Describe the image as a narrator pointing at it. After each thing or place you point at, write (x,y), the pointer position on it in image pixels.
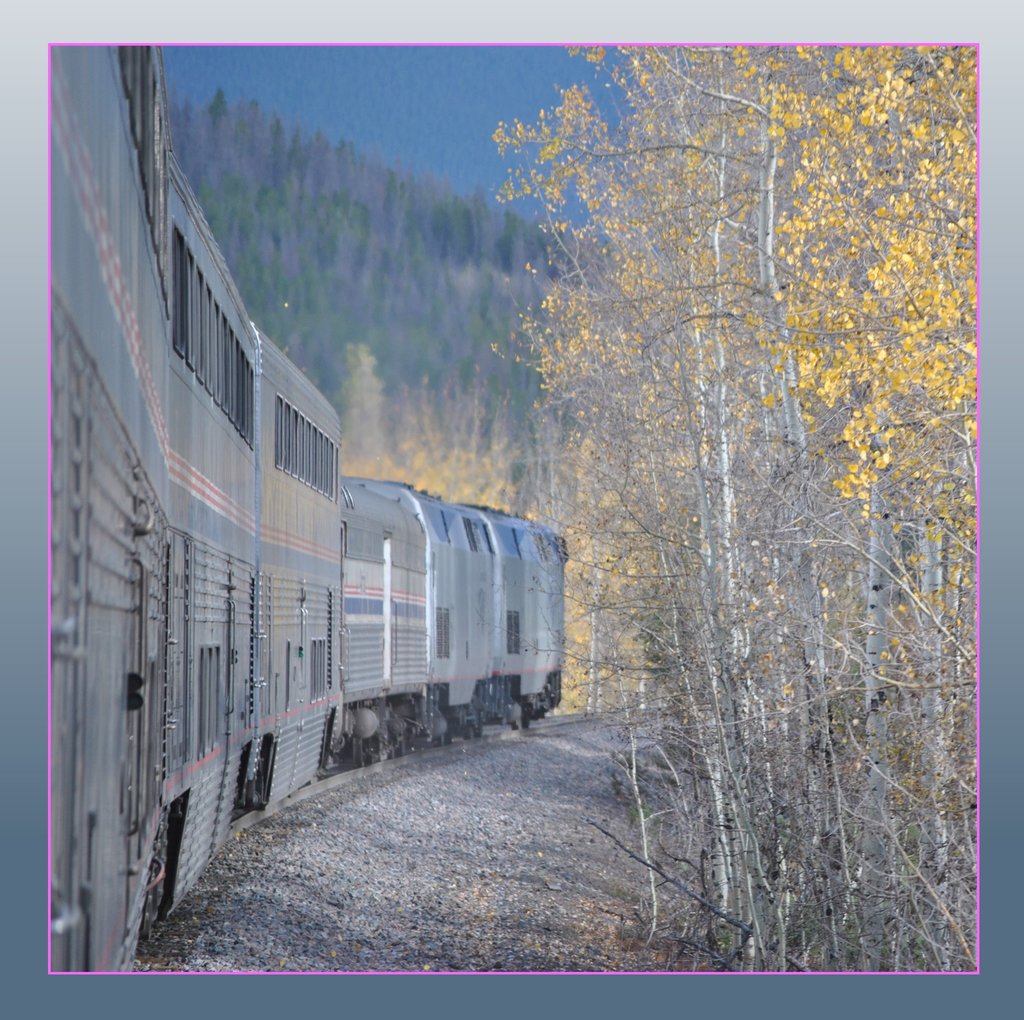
In this image we can see photo frame (730,992). We can see train (337,627) on a railway track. On the right side (832,470) there are trees (806,441). In the background (441,202) it is blurry and there are trees (365,254).
